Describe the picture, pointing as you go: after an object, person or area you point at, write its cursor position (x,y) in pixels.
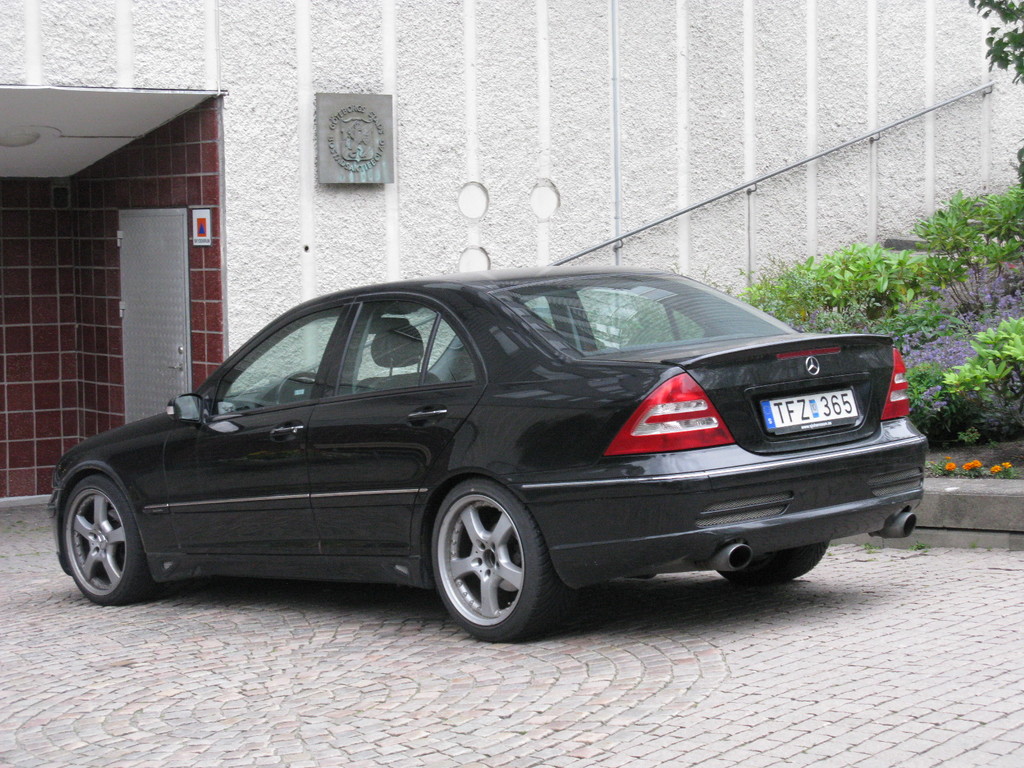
In this picture we can see a car (557,395) on the ground (304,596), beside this car (319,505) we can see plants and wall (256,313).
